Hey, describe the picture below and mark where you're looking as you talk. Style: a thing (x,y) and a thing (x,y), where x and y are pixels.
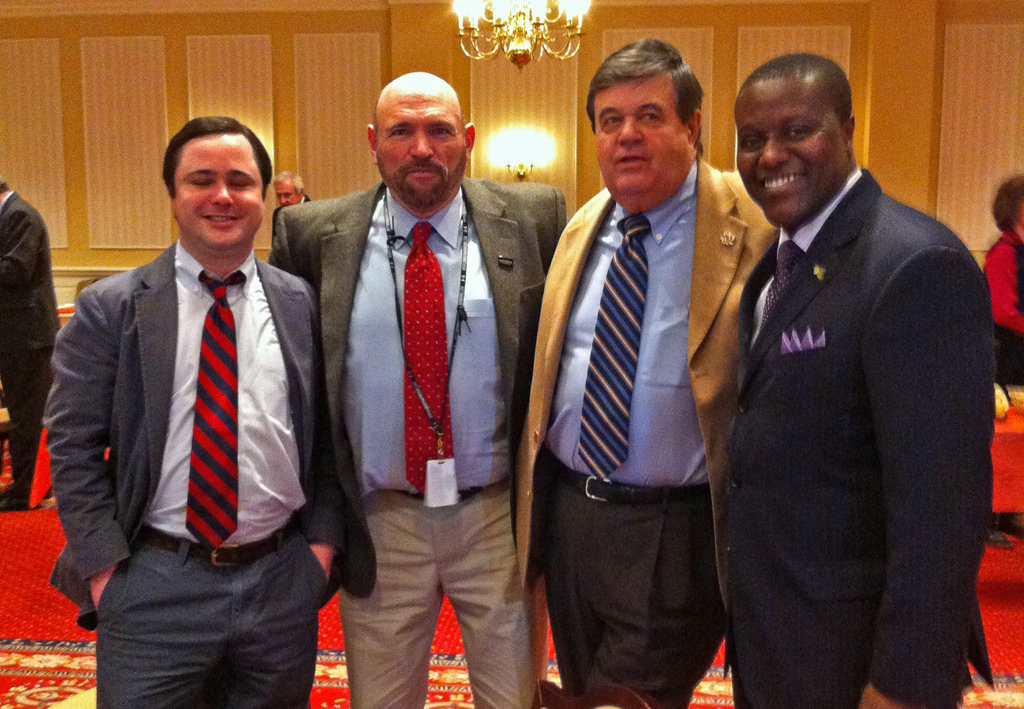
In this picture I can see few people (522,327) are standing, behind we can see few people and also we can see some lights (528,37).
